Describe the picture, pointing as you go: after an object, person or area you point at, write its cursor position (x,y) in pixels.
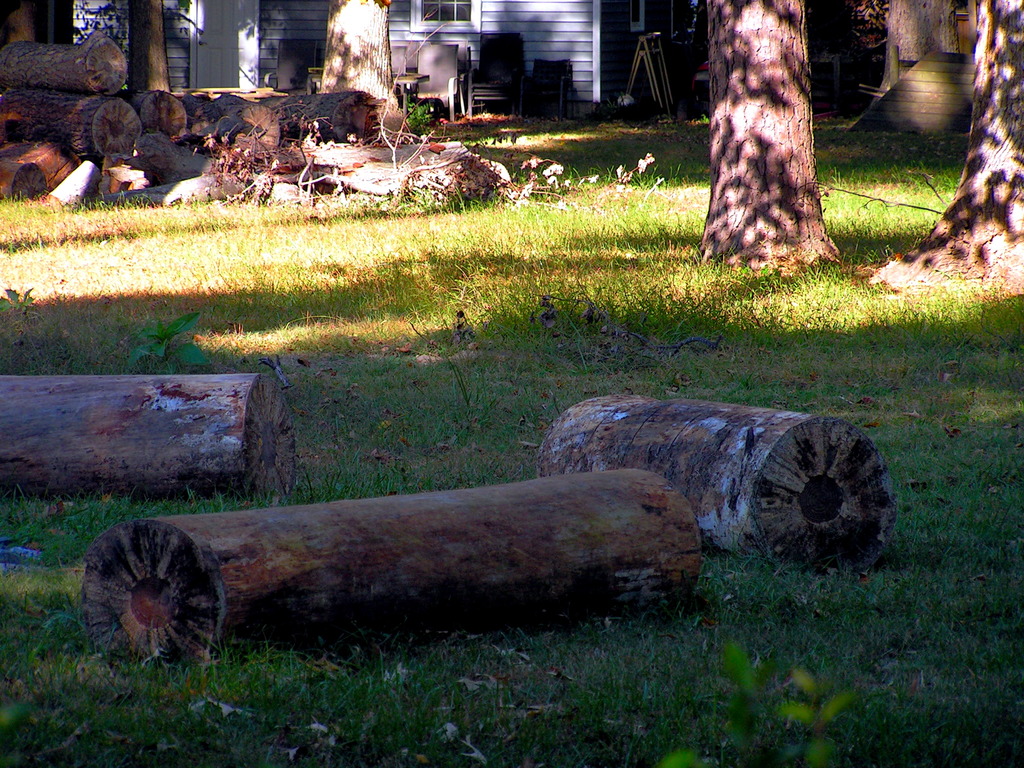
In this image I can see trunks (771,456) kept on grass (647,230) and I can see chairs (456,80) and the wall (282,26) and window (443,14) and door (225,46) visible at the top (607,40) and I can see a stair case (897,112) on the right side (947,117).
